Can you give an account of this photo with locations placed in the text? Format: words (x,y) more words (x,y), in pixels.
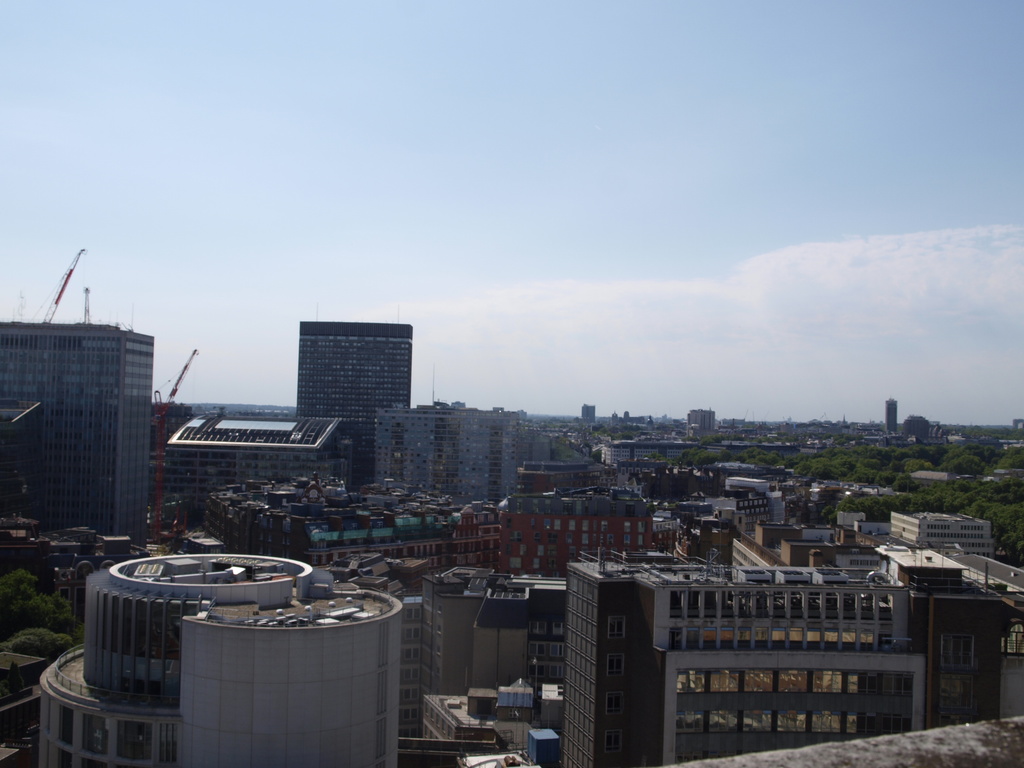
This is the picture of a city (647,572). In this image there are buildings (998,652) and trees (1023,520) and there are cranes (158,427). At the top (515,195) there is sky (581,240) and there are clouds (754,277). At the bottom right (849,743) there is a wall (849,751).
